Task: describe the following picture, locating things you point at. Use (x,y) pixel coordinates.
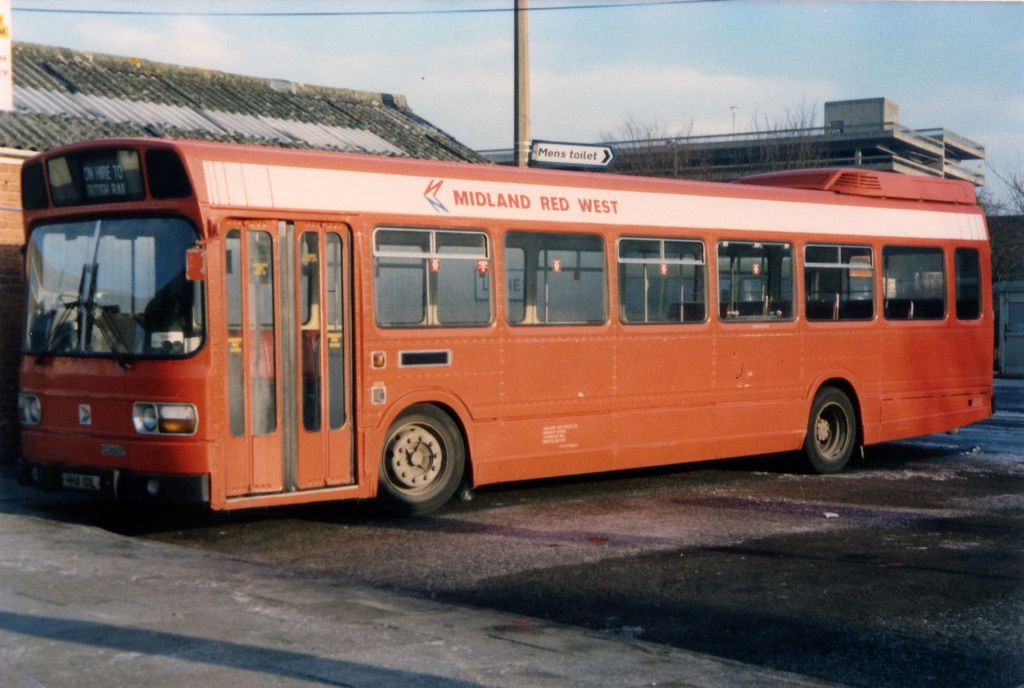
In this picture we observe a red bus (110,379) which is on the road (327,509) and On top of which MIDLAND RED WEST is written and in the background (543,160) we observe a pole (517,121) on which Men's toilet is written.
